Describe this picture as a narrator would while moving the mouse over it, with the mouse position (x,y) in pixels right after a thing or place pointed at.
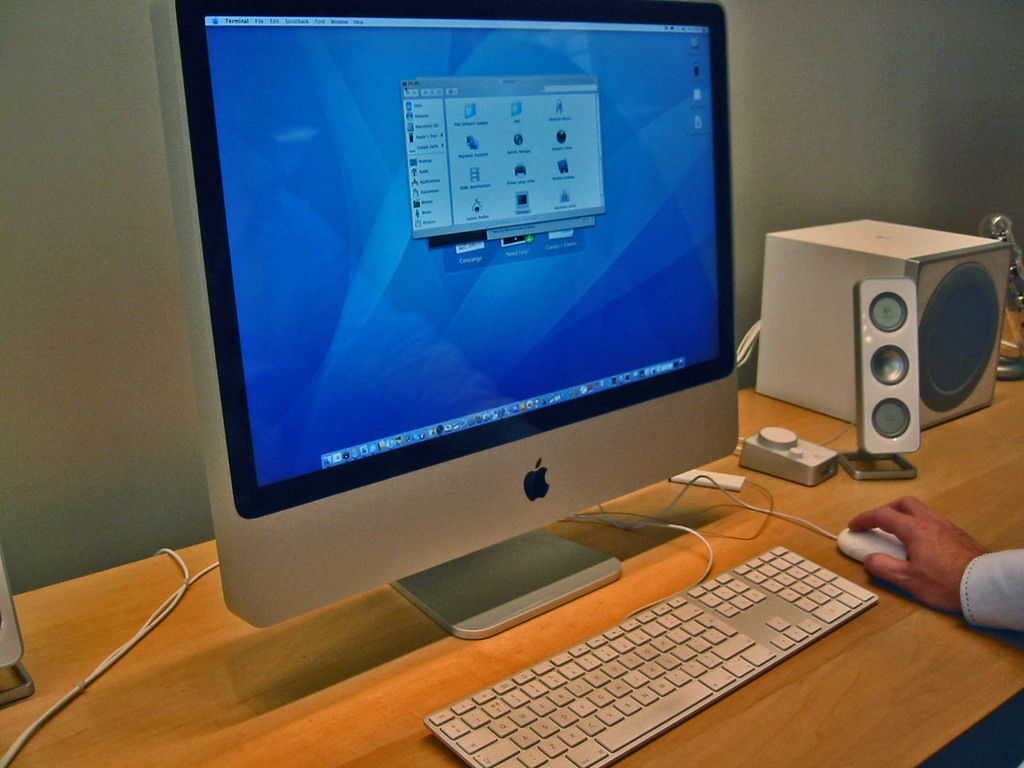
There is a computer (577,311) in the foreground area of the image (595,433) on a desk (960,521), there are speakers (935,386) and a hand (916,549) on the mouse (890,539) on the right side (864,513).
